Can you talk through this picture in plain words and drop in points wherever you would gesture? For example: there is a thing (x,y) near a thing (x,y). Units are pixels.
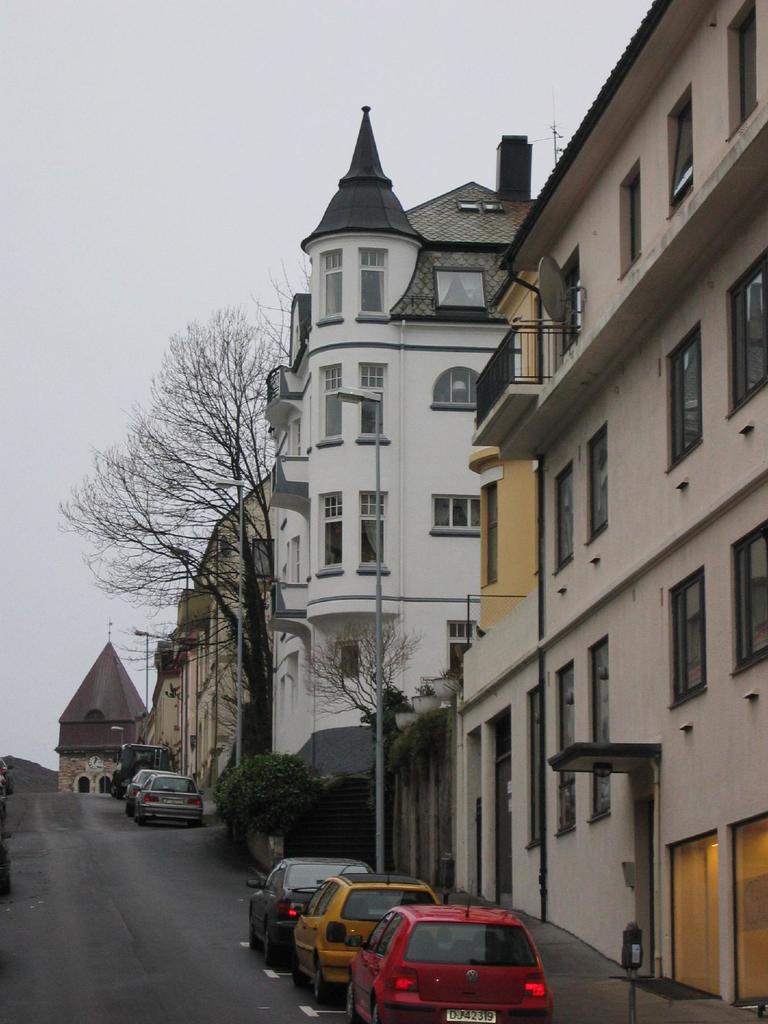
In this image, we can see buildings (233,736), walls (316,727), glass windows (695,400), railings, trees (323,663), plants (244,788), street lights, pipes (542,609), walkway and few objects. At the bottom of the image (330,939), we can see vehicles (287,902) are parked on the road (152,930). In the background (312,32), there is the sky (189,215).
